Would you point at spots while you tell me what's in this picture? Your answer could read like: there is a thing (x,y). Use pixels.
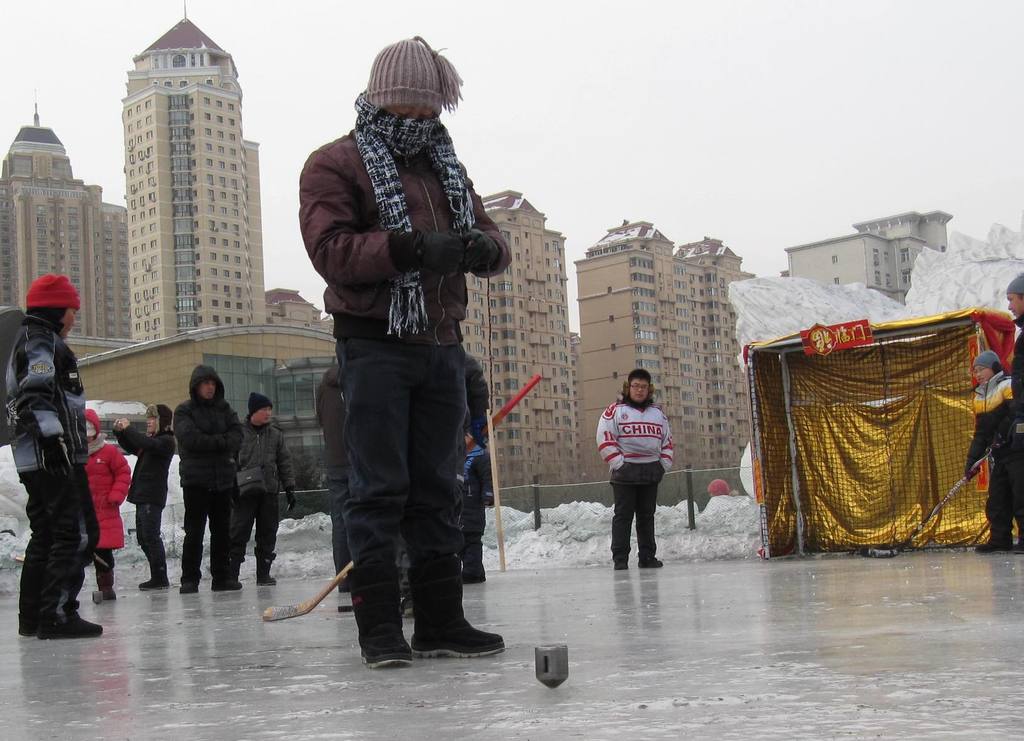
In this picture there are people (473,432) and we can see stick (272,614), objects (556,662) on the surface (805,672), board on tent (933,320), poles (933,320) and snow (819,309). In the background of the image (714,409) we can see buildings (269,323) and sky (612,145).
